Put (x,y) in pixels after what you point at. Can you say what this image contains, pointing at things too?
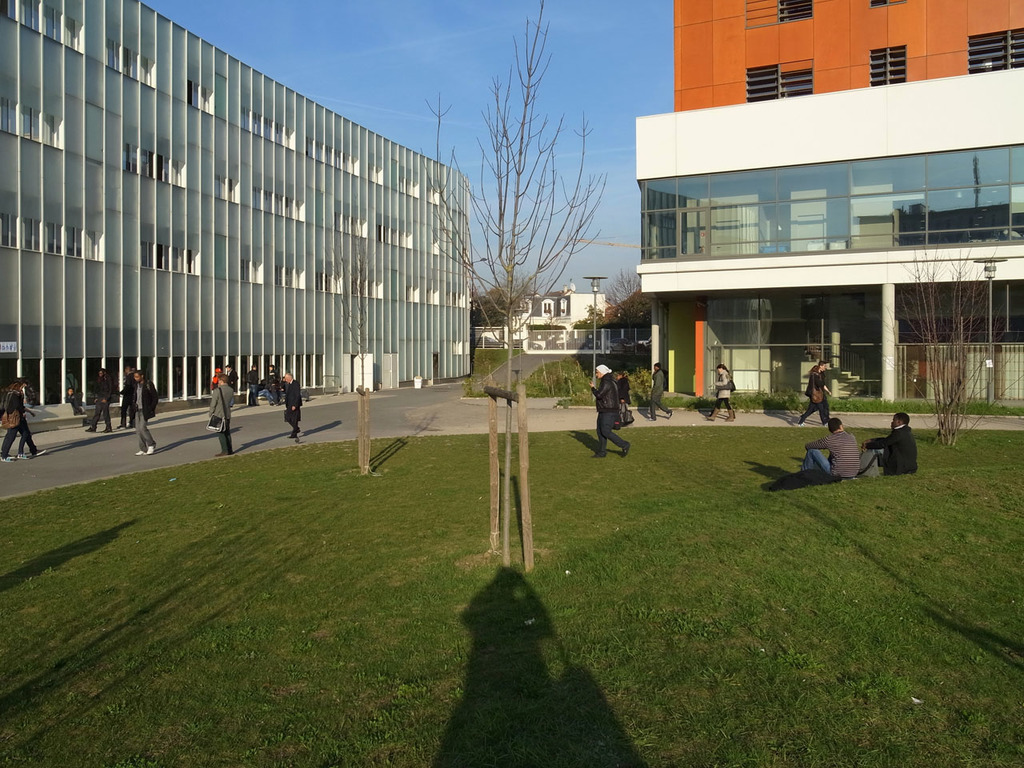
In the background of the image (235,273) there are buildings (1006,240), sky (336,34). At the bottom of the image (294,628) there is grass (370,632). There are people (660,389) walking on the road (434,395). In the center of the image (478,277) there is a tree (535,250).
